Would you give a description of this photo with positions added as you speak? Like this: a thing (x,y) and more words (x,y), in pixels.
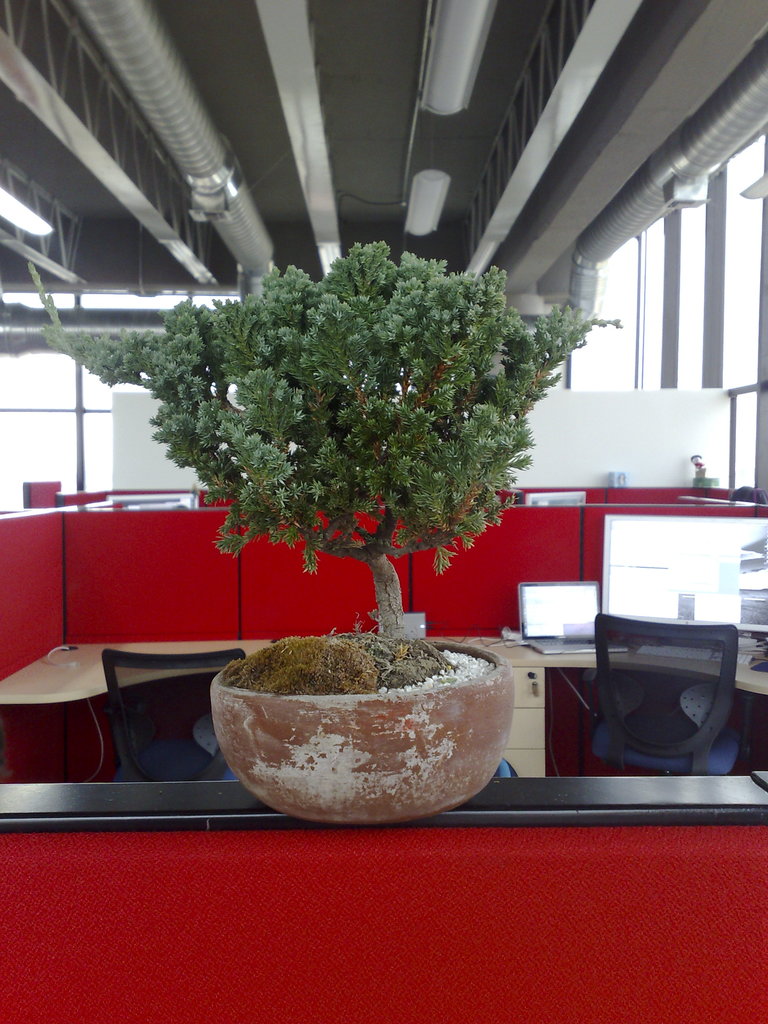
This is an inside view. Here I can see a plant pot (316,753) placed on a table (337,914). In the background (766,618) there are many tables (63,684), chairs (694,703) and monitors (615,545) and also I can see the glass windows (627,338). On the right side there is a person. At the top of the image (555,133) there are few metal objects (326,179) attached to the ceiling (356,90).
